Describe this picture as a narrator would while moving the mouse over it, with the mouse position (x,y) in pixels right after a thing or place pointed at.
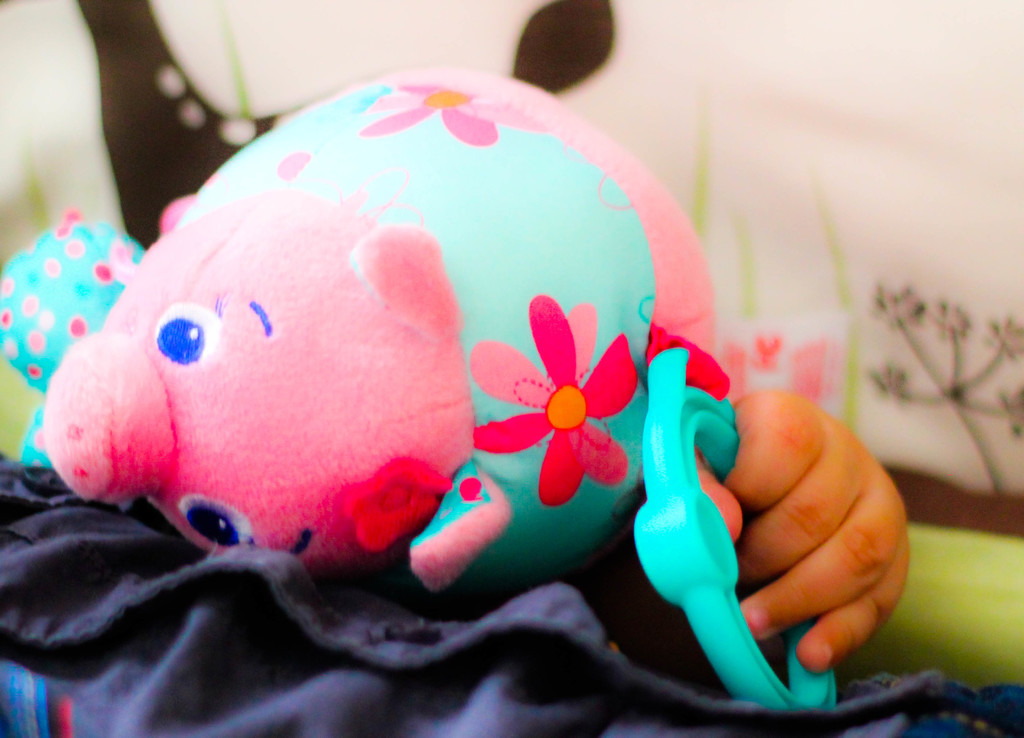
In the center of the image (445,358) we can see a person (344,613) holding a soft toy (517,437). In the background (985,401) we can see a cloth (912,283).
